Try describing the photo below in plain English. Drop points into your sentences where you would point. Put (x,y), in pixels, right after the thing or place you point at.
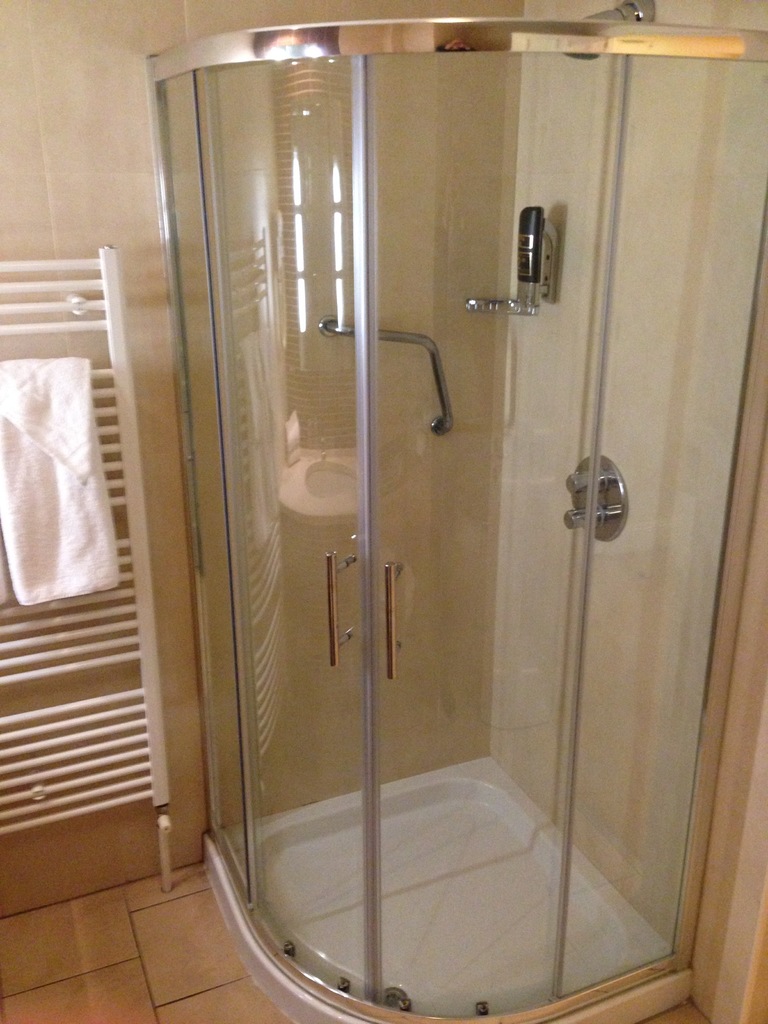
In the foreground of this image (338,458), there is a shower enclosure (412,739) with glass doors (545,726) and taps (602,496) inside it. On the left (48,447), there is a towel (34,375) on a stand (42,330). Behind it, there is a wall (131,119). At the bottom (184,964), there is the floor (206,960).
